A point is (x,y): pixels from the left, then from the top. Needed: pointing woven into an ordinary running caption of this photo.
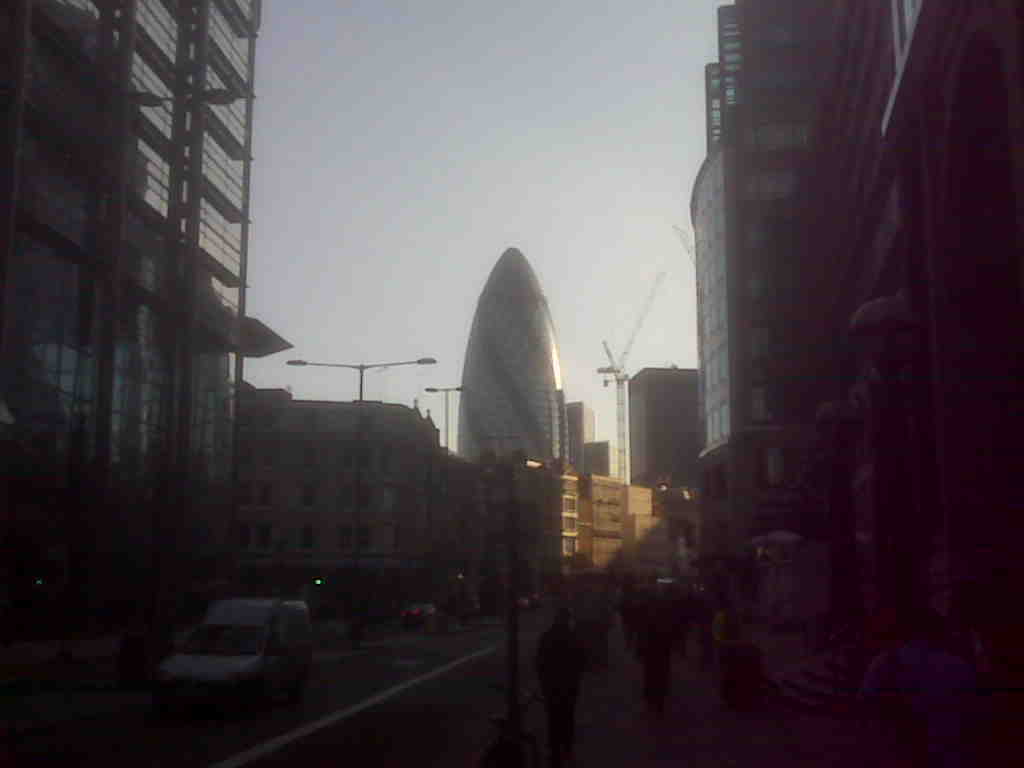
In this image, I can see the buildings (410,420), street lights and a tower crane (621,440). At the bottom of the image (565,716), there are few people (656,635) on the pathway (660,735) and vehicles (276,663) on the road (452,634). In the background (493,145), there is the sky (577,228).
